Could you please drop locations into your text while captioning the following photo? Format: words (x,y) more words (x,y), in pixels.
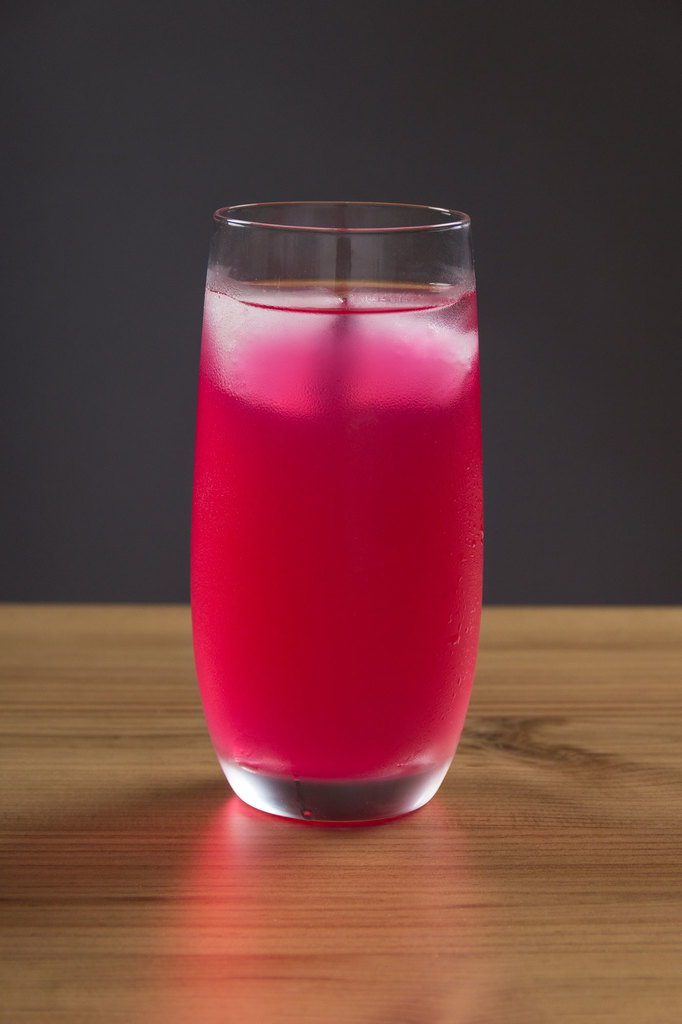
In the center of this picture (357,400) we can see the glass of drink (393,481) which is placed on the top of a wooden object (179,835) which seems to be the table (542,782). In the background (643,551) we can see an object (131,289) which seems to be the wall (121,370).
